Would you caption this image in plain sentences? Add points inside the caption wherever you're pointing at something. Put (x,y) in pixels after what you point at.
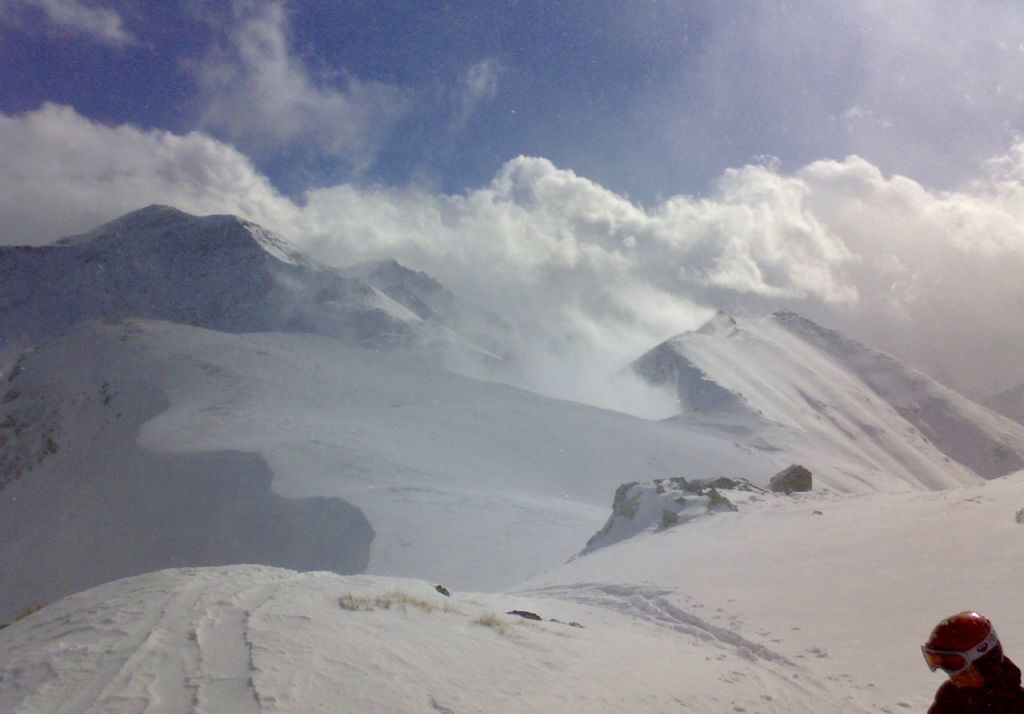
In this image at the bottom (728,513) there are snow mountains (652,445), and in the background (587,246) there is sky (759,256). At the bottom (964,674) there is one person (954,674) who is wearing a helmet (965,650).
